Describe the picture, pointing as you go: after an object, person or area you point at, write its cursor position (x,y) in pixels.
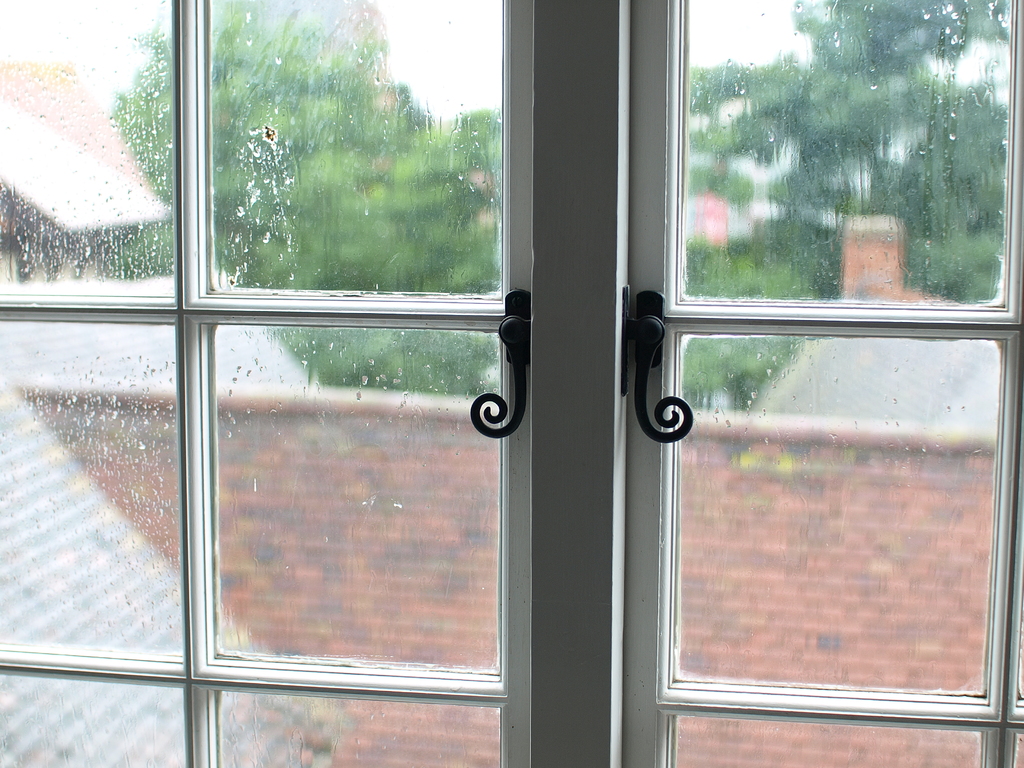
In the center of the image (496,438) there is a window (527,165) and we can see trees (264,254), buildings (221,405) and sky (450,66) through the glass (429,281) of a window (479,330).
